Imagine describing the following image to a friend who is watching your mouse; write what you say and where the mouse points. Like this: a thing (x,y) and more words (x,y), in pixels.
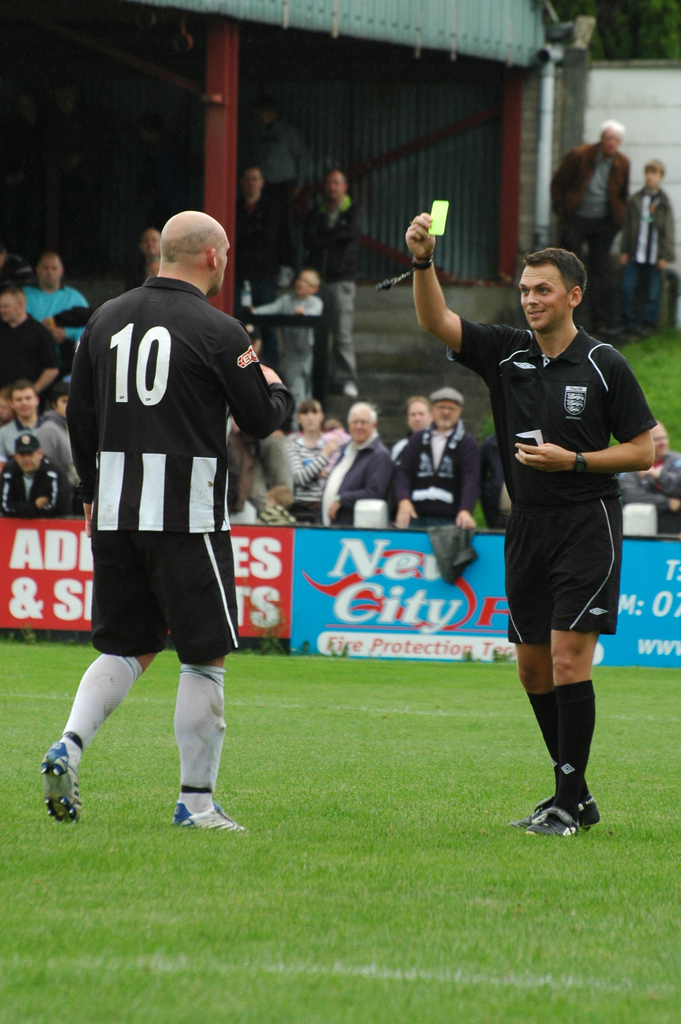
In this image we can see one shed (510,155), one pipe (541,118) attached to the shed (531,131), one wall (624,74), some trees (636,58) behind the wall (680,70), some grass (509,789) on the ground (484,808), two men (574,595) walking on the ground (231,688), some people (352,460) are standing, some people (53,310) are holding objects (248,292), one coat (466,563) on the board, one board (654,576) with text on the ground (265,722), one white object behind the board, one man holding an object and the background (322,454) is dark.
